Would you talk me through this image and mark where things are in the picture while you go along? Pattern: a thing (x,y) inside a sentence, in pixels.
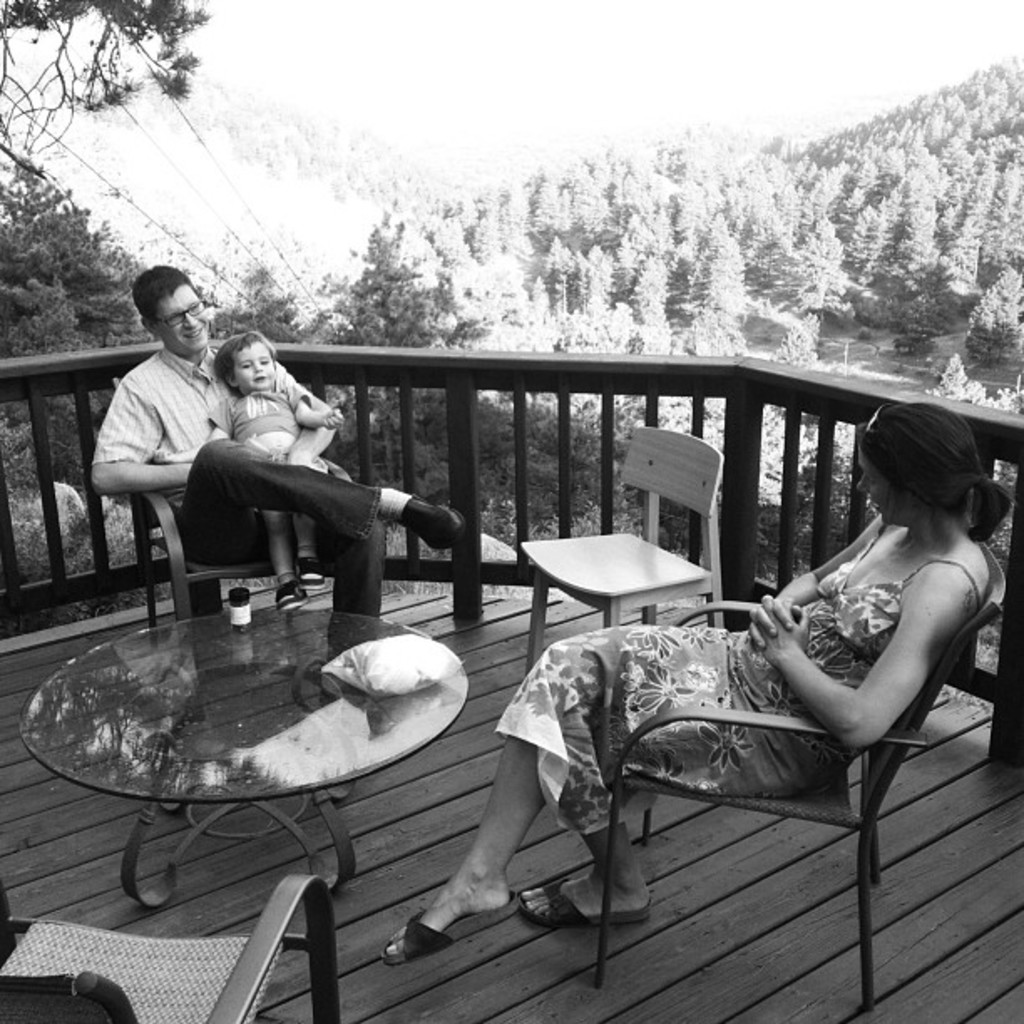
here we can see a man (203,348) sitting on the chair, and on his lap (279,468) a baby (284,456) is sitting, and in front (273,666) there is the table (261,660) and some objects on it, and to opposite him a woman (880,524) is sitting on the chair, and at side there are trees (730,278), and here is the wires (145,131).
